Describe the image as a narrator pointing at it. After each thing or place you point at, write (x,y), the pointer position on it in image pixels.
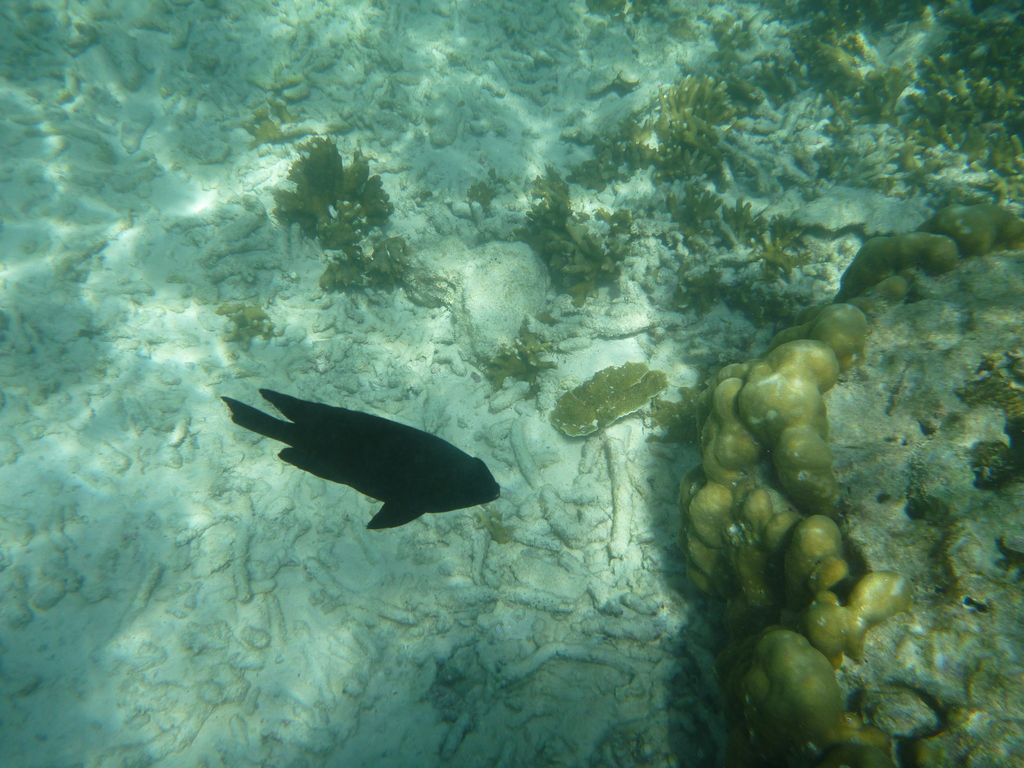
This is a water body (479,398). In the center of the image (416,474) we can see a fish (365,461) is present in the water (72,648). In the background of the image (439,309) we can see the aquatic plants (670,121) and stones (578,517).
